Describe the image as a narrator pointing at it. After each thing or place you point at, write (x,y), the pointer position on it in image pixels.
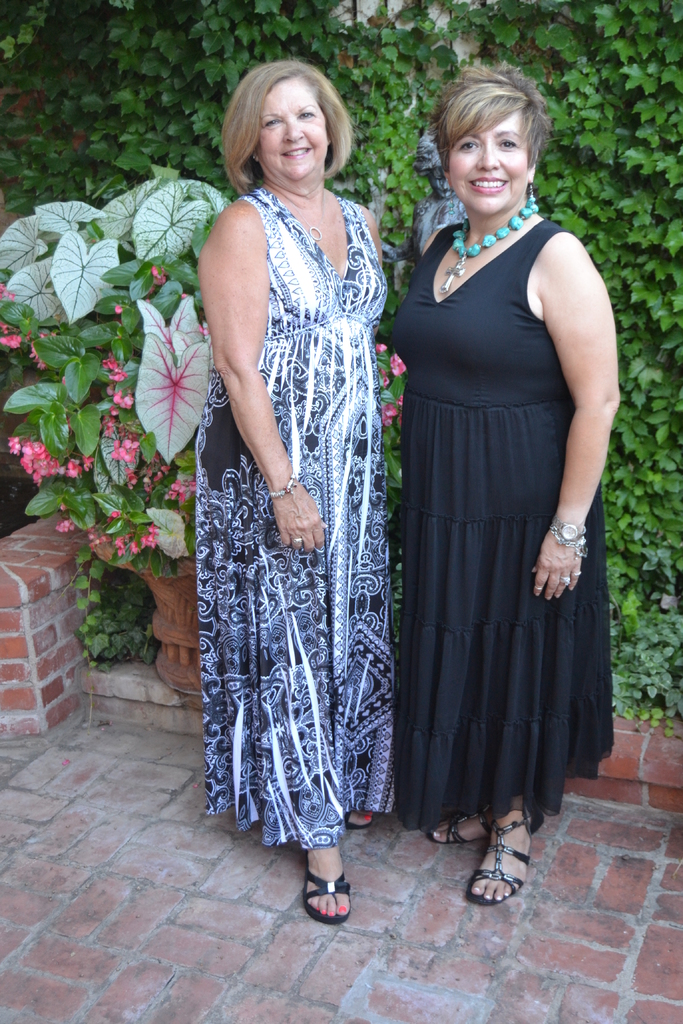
In this picture I can see two persons (464,655) standing and smiling, and in the background (672,42) there are plants (15,6) and flowers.
